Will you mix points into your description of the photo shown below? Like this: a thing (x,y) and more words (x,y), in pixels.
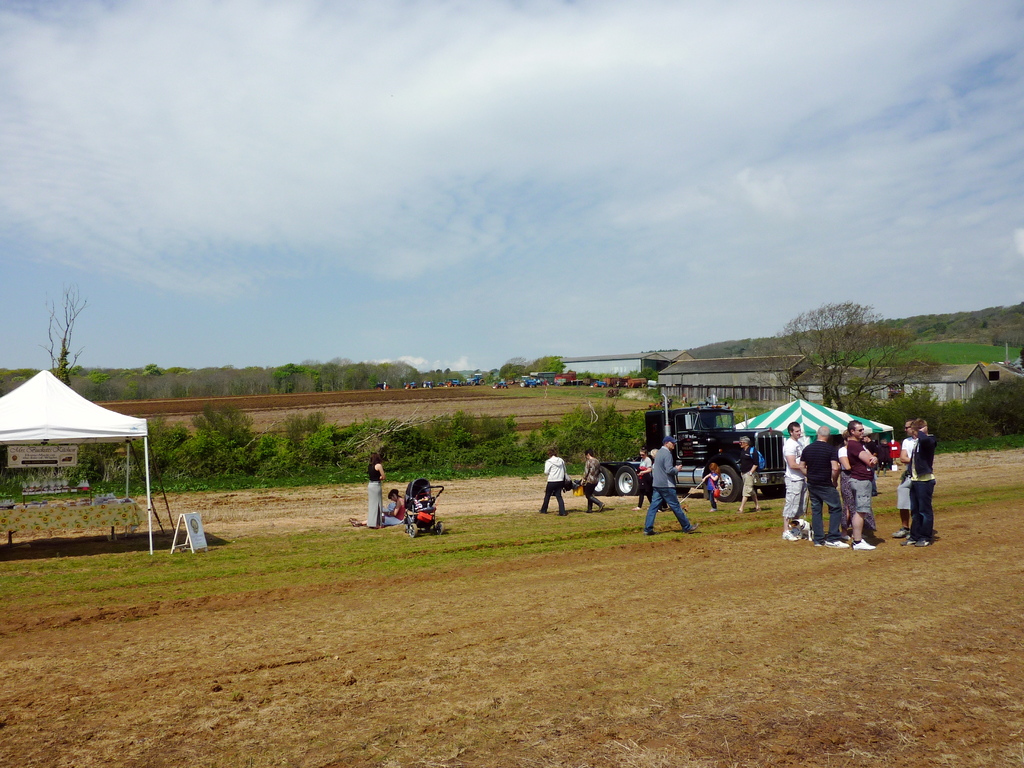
There are people (648,465) and we can see vehicle (691,462) on the surface (359,574), tents (818,412), grass (426,599), stroller (411,486), board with stand (195,525), board (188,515) and plants (279,452). In the background (864,361) we can see sheds (634,367), vehicles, grass (892,361), trees (550,357) and sky (600,234).
